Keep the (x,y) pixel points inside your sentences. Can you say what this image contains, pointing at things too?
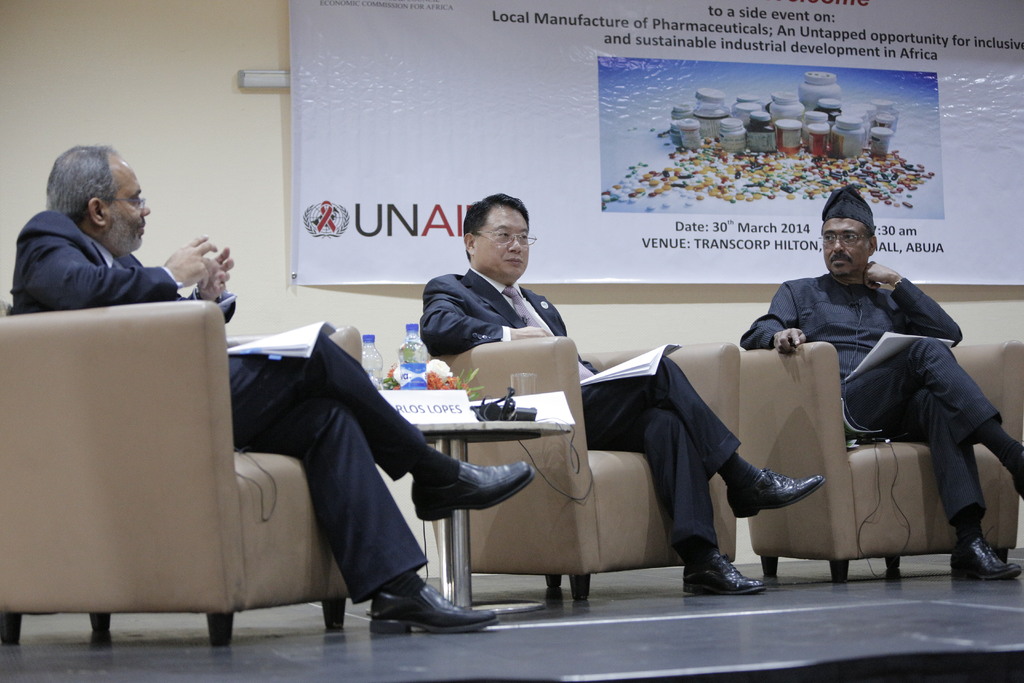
In the image there are three people (489,314). Three people (607,443) are sitting on chair (304,559) and right side (844,308) there is a man (792,295) who is having papers (892,343) on his legs (905,347). On left side (297,362) there is another man (284,371) who is having book (294,347) on his legs (285,371) in middle (550,427) there is a table (451,403) on table (538,424) we can see water bottle (374,367), paper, board (437,395), plants (444,382). In background (415,202) there is a hoarding (415,202), wall (234,151), tubelight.
